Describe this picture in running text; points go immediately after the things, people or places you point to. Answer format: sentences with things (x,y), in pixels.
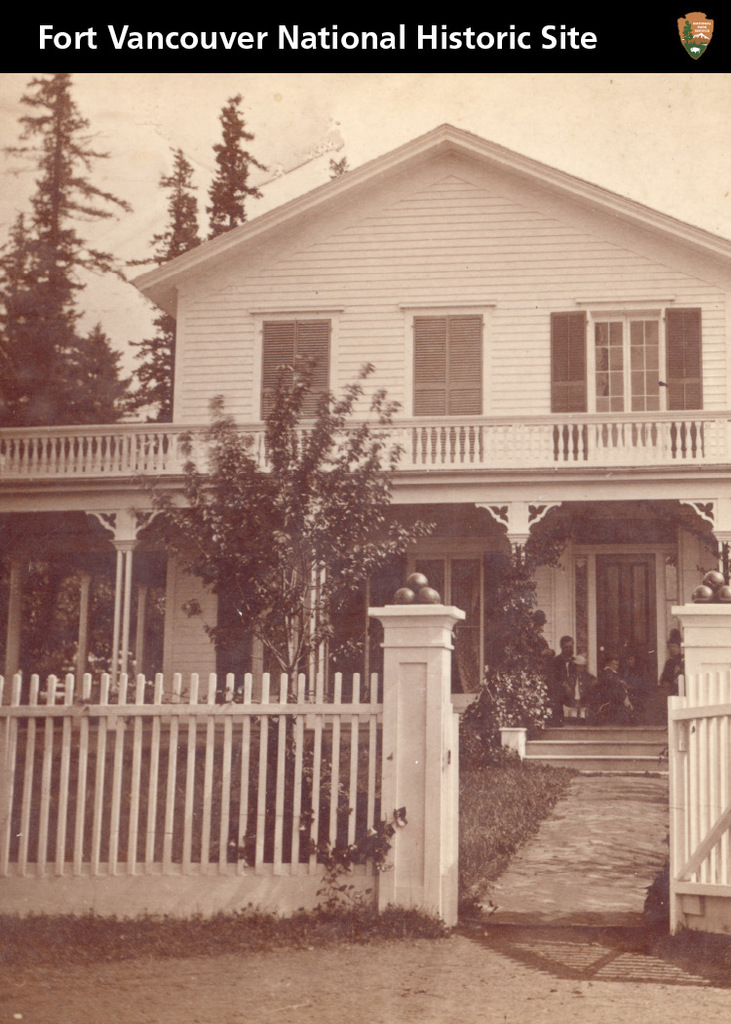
In the foreground (347,842) I can see a fence (336,786), gate (678,884), grass (516,826), house plants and group of people (543,653) on the floor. In the background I can see a building (190,269), windows (278,386), trees (143,386), a text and the sky (351,111). This image is taken near the building (636,557).
